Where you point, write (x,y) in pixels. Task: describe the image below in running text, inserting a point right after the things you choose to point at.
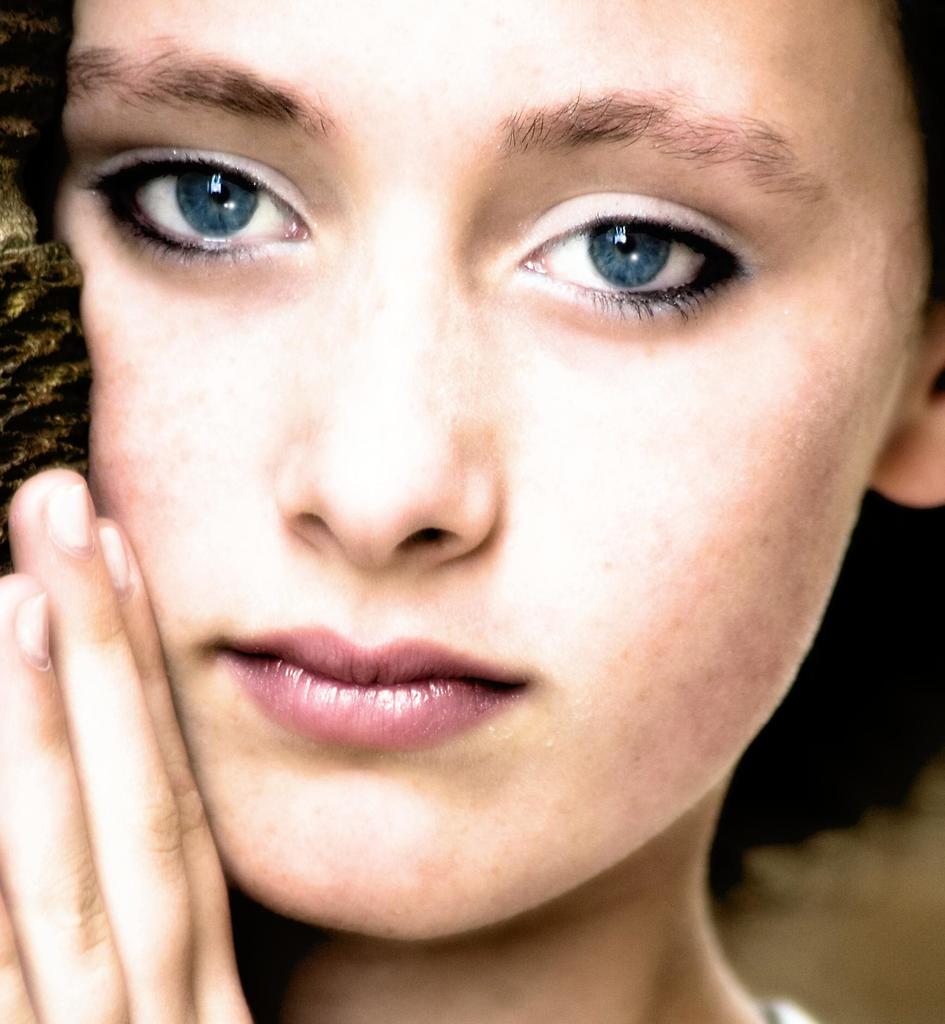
In this image, we can see a woman (588,474) touching her face (96,155) with her hand (94,664).
